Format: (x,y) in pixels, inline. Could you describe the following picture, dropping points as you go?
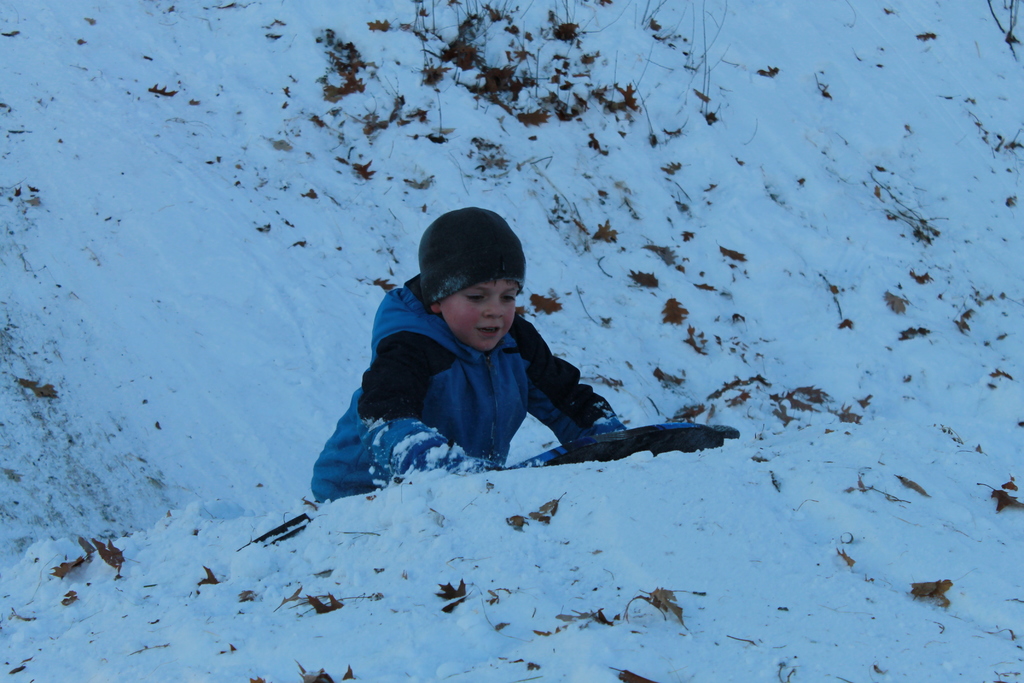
In this picture we can see a boy (376,354) wearing a cap (497,269), jacket (513,399). In this picture we can see the dried leaves (853,562), twigs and the snow (129,60).
